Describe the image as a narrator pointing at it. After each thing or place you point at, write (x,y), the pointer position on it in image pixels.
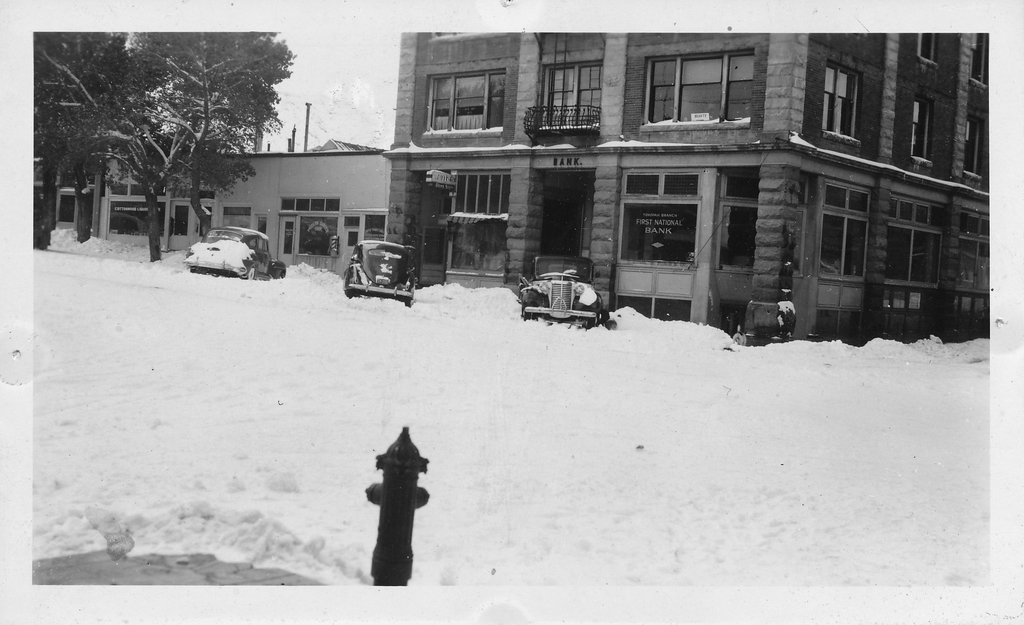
This is a black and white picture. Here we can see a hydrant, snow (393,415), vehicles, trees (244,80), poles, and buildings (531,158). In the background (337,51) there is sky (326,41).
